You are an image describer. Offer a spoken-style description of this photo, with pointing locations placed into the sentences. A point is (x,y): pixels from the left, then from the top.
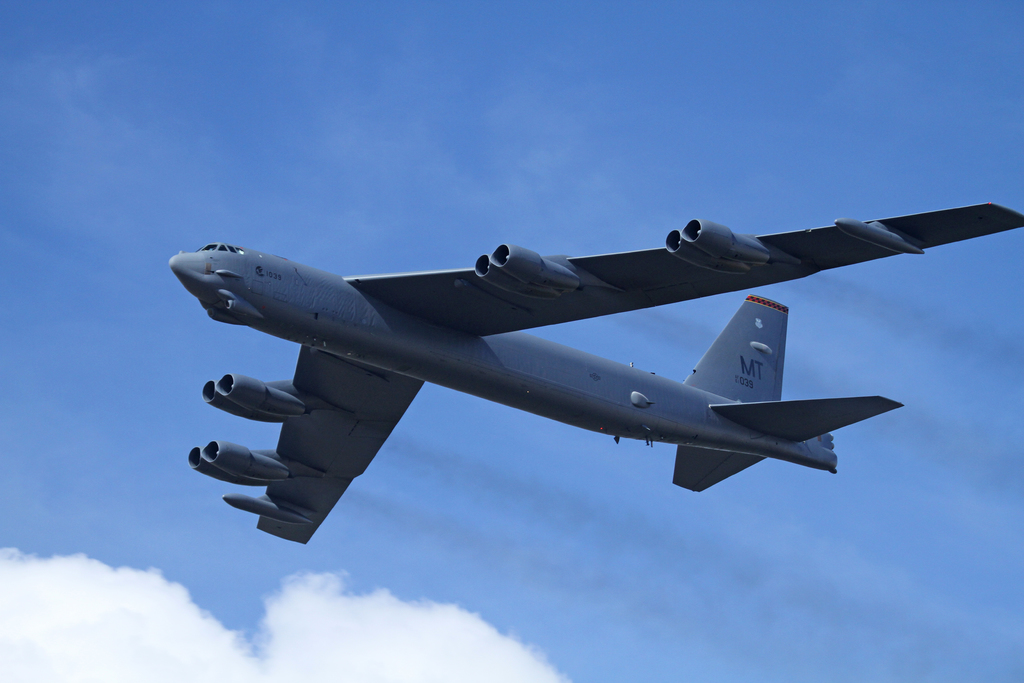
In the middle of this image (514,287), there is a gray color airplane (380,300) flying in the air (750,142). In the background (291,650), there are clouds (137,629) in the blue sky (104,143).
